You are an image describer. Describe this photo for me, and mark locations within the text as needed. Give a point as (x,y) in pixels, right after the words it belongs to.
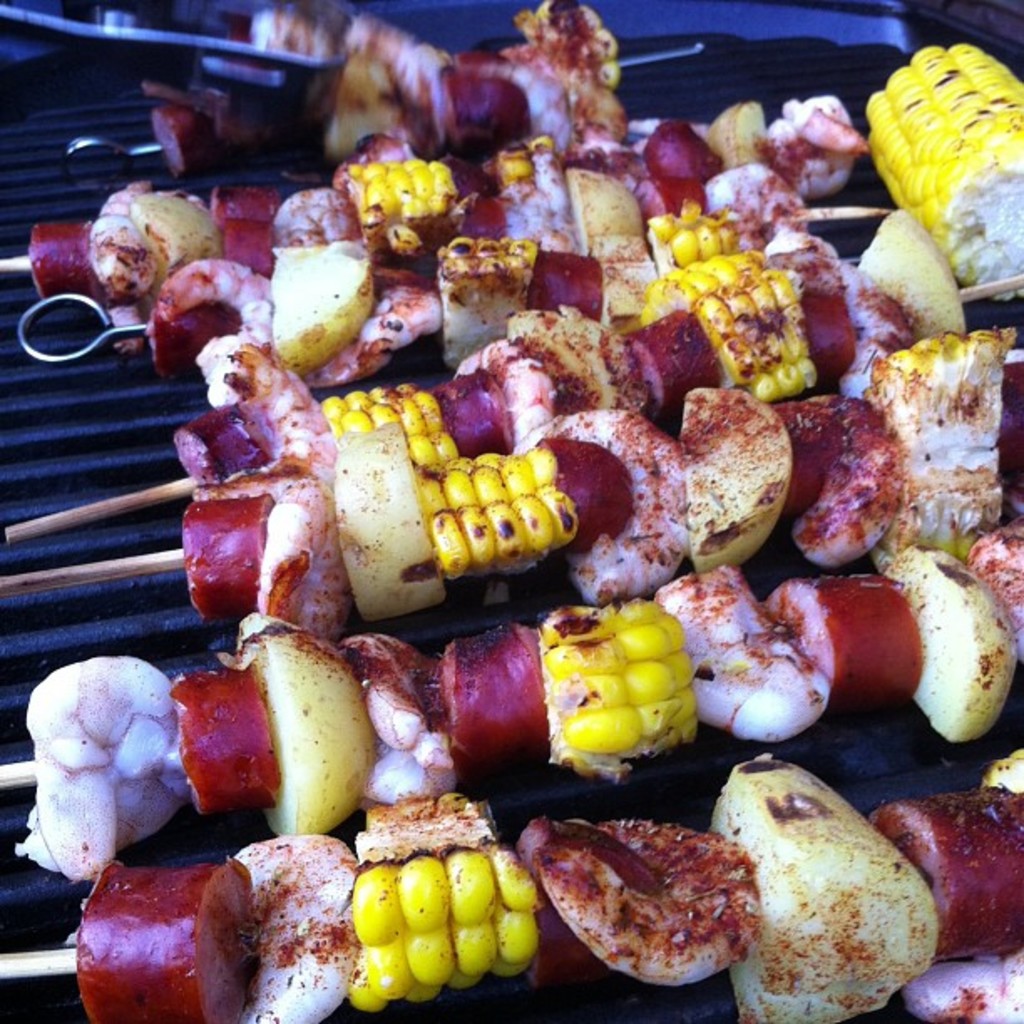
In this image we can see meat (503,693), corn (545,680) and others are on the grill (13,628).
